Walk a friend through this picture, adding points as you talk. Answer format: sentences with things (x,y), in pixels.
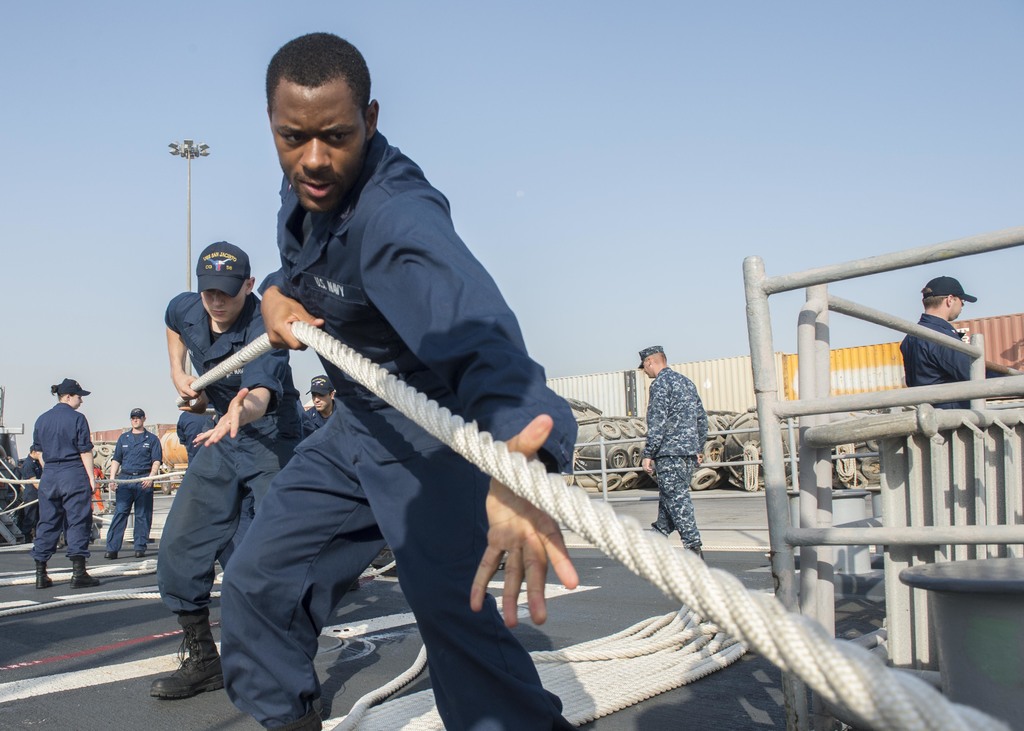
In the image there are few people (397,430) pulling a rope (527,480) and behind them there are many containers (717,402) and some objects (174,447).
